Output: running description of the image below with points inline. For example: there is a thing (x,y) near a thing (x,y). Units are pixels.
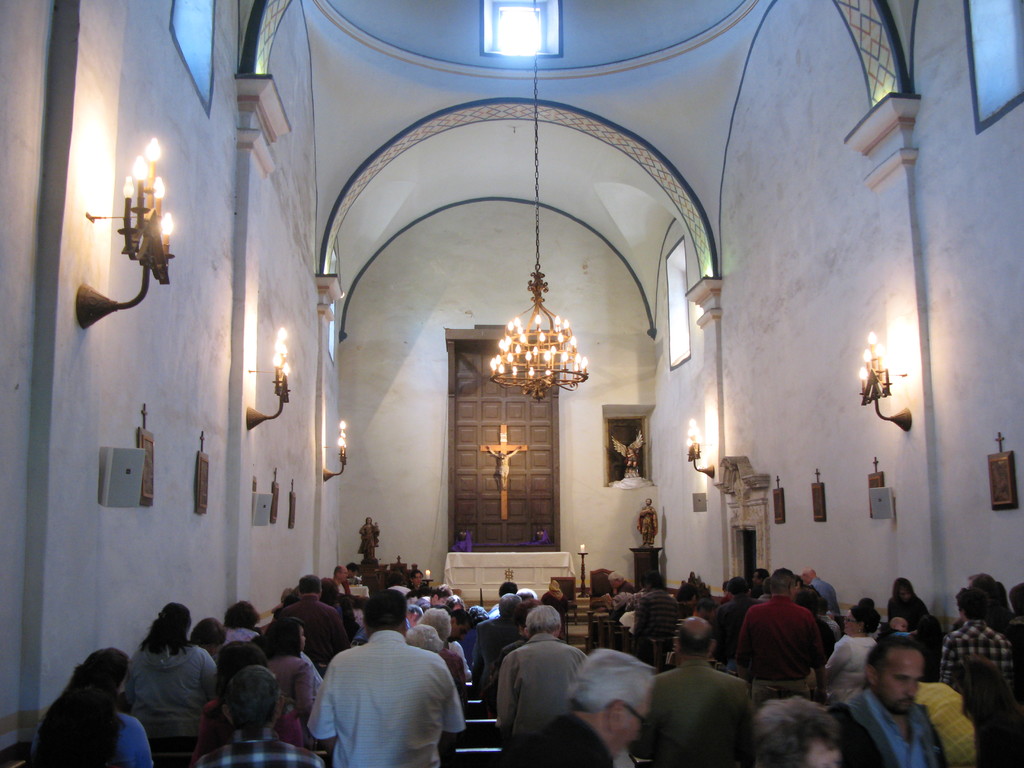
It is a church (294,475) and there are a lot of people (519,649) praying inside the church (470,522) and in the front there is a Jesus sculpture (488,450) and there are a lot of lights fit to the walls (946,17) of the church (500,83) and there is a beautiful light (531,300) hangs down from the ceiling (642,227).
